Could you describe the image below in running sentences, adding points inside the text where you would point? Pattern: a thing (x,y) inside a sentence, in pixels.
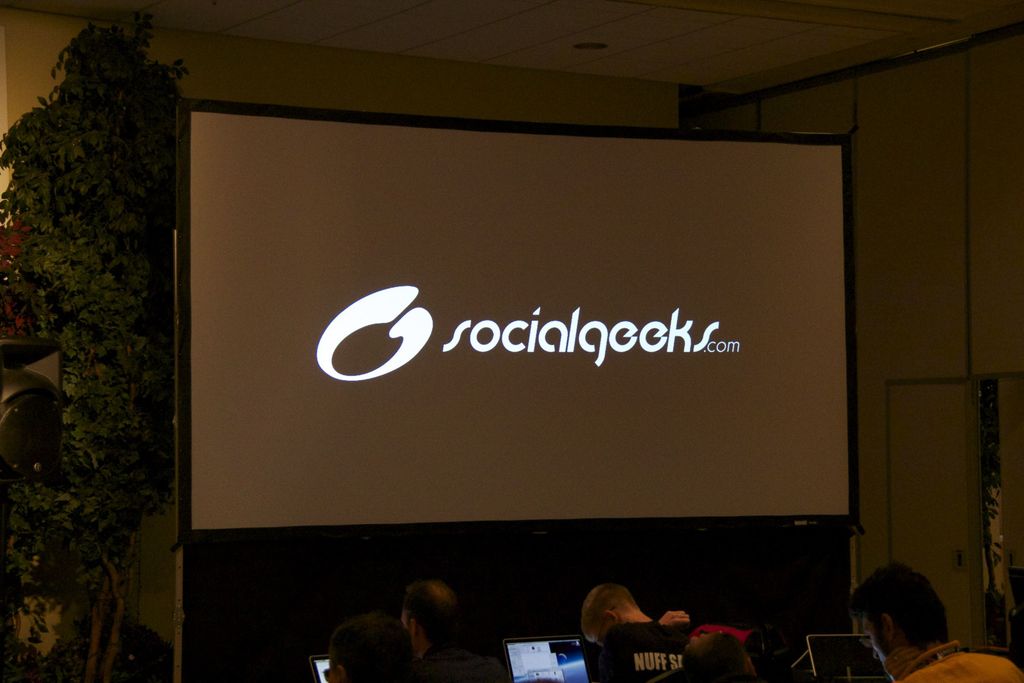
In this picture we can see a few people (744,668), laptops (582,682), trees (117,443) and other objects (18,470). We can see the text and a few things (352,349) on the screen (260,229).
